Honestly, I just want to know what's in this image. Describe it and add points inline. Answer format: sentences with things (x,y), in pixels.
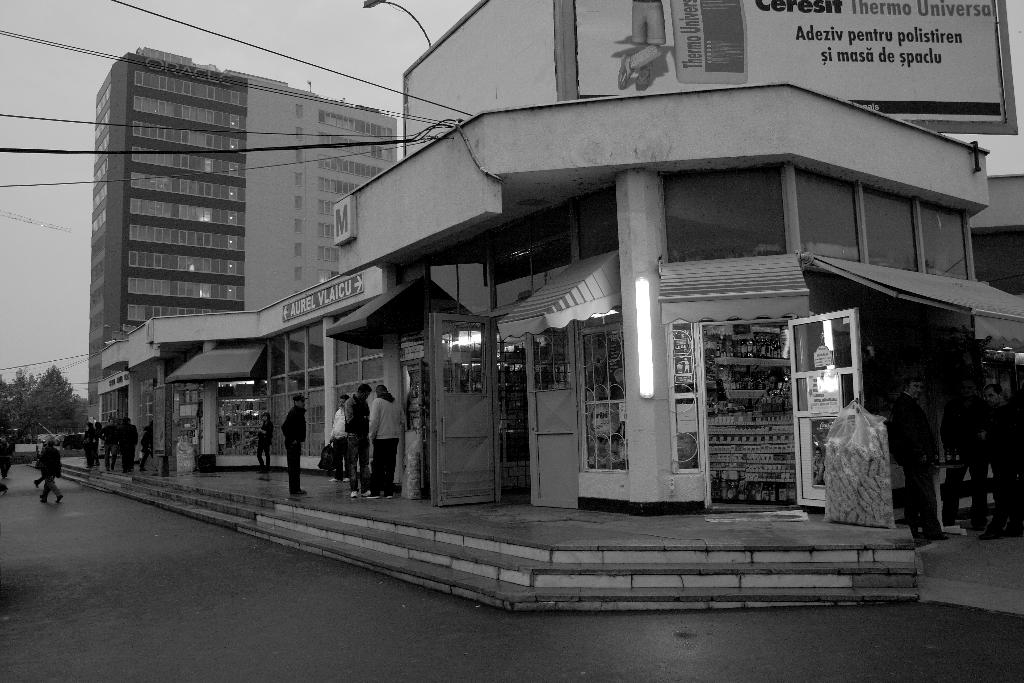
This is completely an outdoor picture. This is a building (254,102) of a company named as ORACLE. The people (128,440) are standing in-front of this building (294,183). This is a store (226,458) with lights (649,347). People (379,401) are standing in-front of this store (453,357). Above this store (629,184) there is an advertisement board (645,52). This is door (444,416). This man (54,465) is walking on a road (27,496), as we can see there is a movement in his legs (47,496). Far there are number of trees (49,402). Sky (51,341) is white color. These are cables (272,149).
